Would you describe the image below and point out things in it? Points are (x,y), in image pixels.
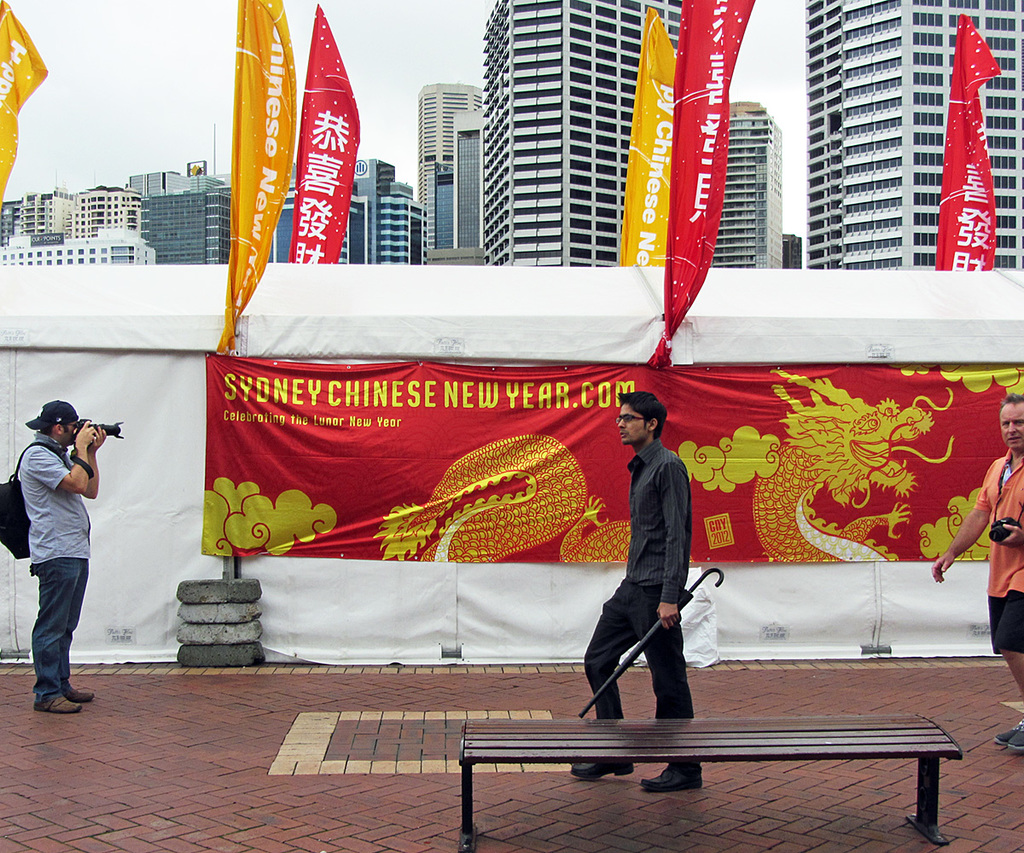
This image is clicked outside. There are flags (6,86) in the top (644,185). There are buildings (526,178) on the top (547,195). There are people (61,544) in the middle (647,548), the one who is on the left side (64,475) is clicking pictures, there is bench (922,756) in the bottom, the one who is in the middle (650,567) is holding umbrella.
